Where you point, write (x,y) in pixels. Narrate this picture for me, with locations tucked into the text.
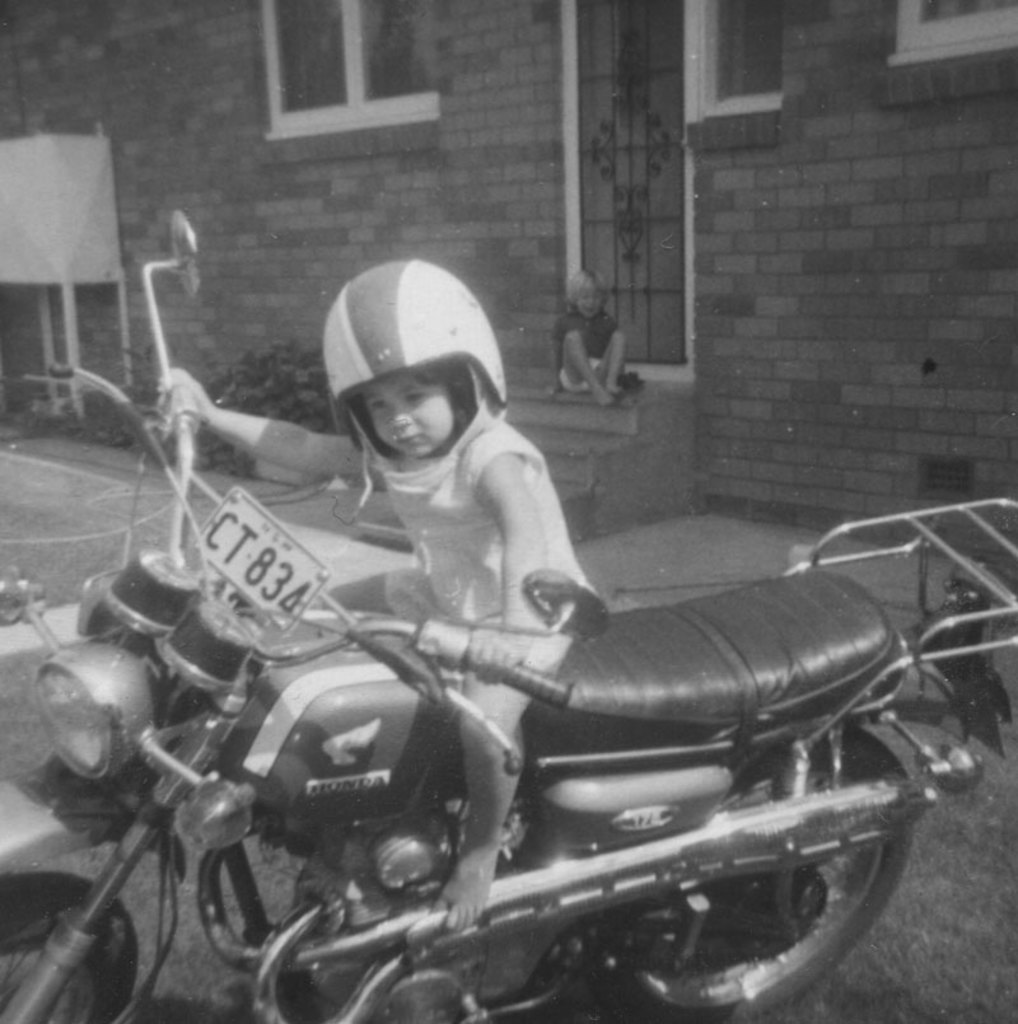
This is a black and white picture. In the foreground (177,724) we can see a kid (509,474) sitting on a motorbike (434,737). In the middle of the picture (392,510) there are plants (258,378), kid (587,332), door (593,217) and road (328,523). In the background (414,129) there is a building (507,140).
